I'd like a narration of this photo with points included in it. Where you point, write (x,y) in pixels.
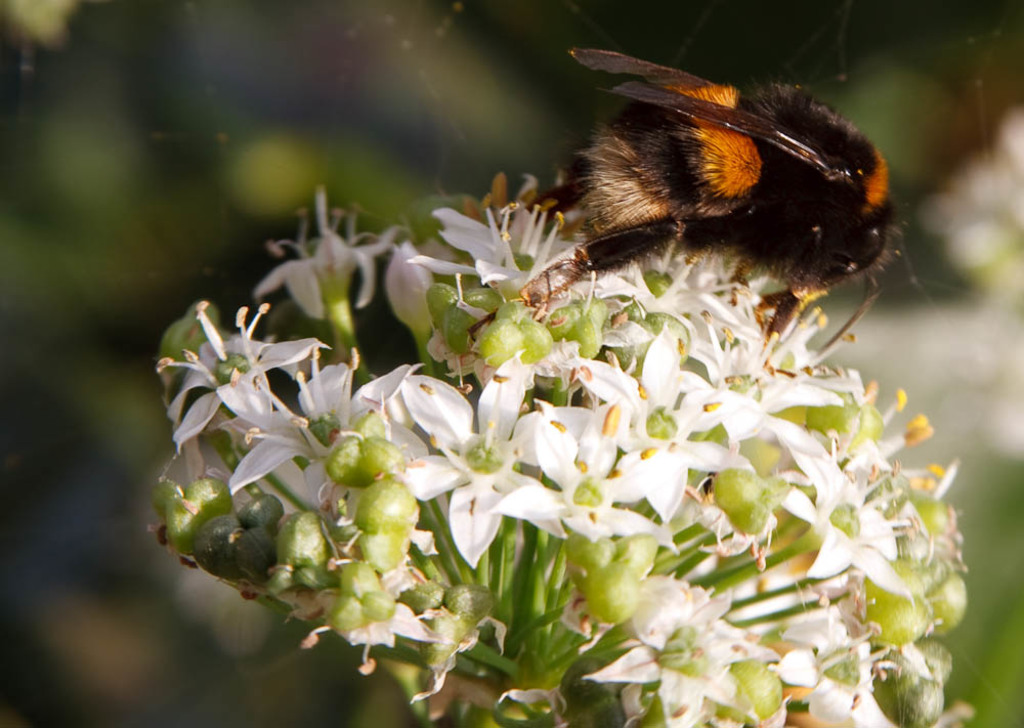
In this image, we can see an insect (782,227) on the flowers (664,348). Background (985,351) there is a blur view. Here we can see webs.
